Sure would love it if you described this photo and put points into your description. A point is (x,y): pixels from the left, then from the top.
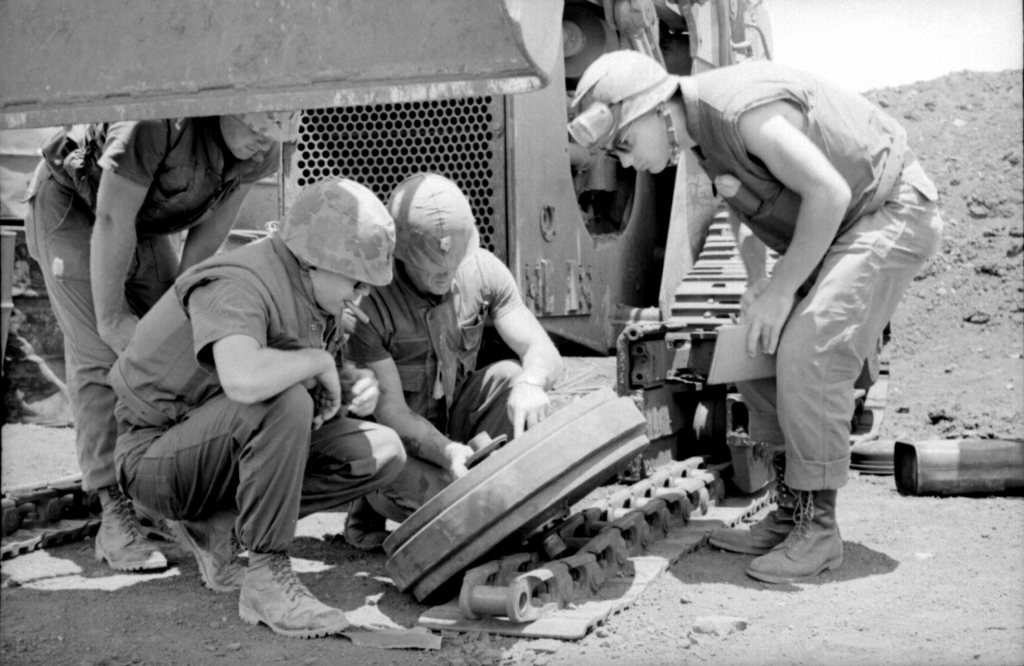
This is a black and white picture, there are few men (221,426) standing and sitting on land (147,612) with gears (517,486) and chains (650,497) in front of them, behind them there is a big machinery (526,161), on the right side (953,98) there is a mud hill (956,111).
